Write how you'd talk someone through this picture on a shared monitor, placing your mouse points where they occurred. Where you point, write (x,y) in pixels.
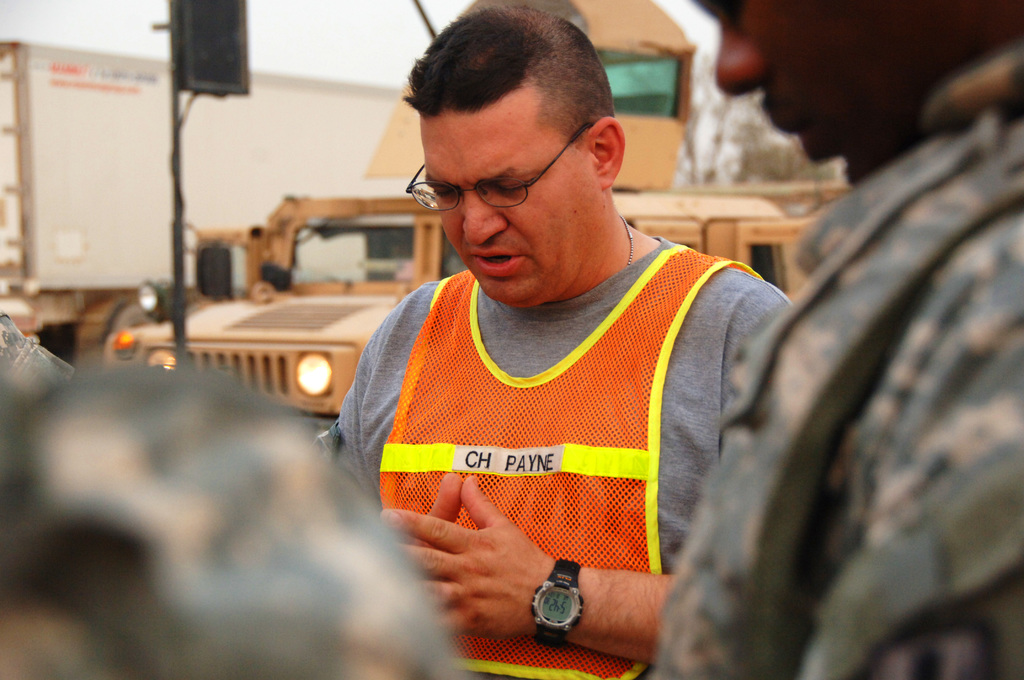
In this image I can see few people (511,471). In the background (188,72) I can see the black color object (197,61) to the pole (180,219), many vehicles (153,232), trees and the sky (304,52).
